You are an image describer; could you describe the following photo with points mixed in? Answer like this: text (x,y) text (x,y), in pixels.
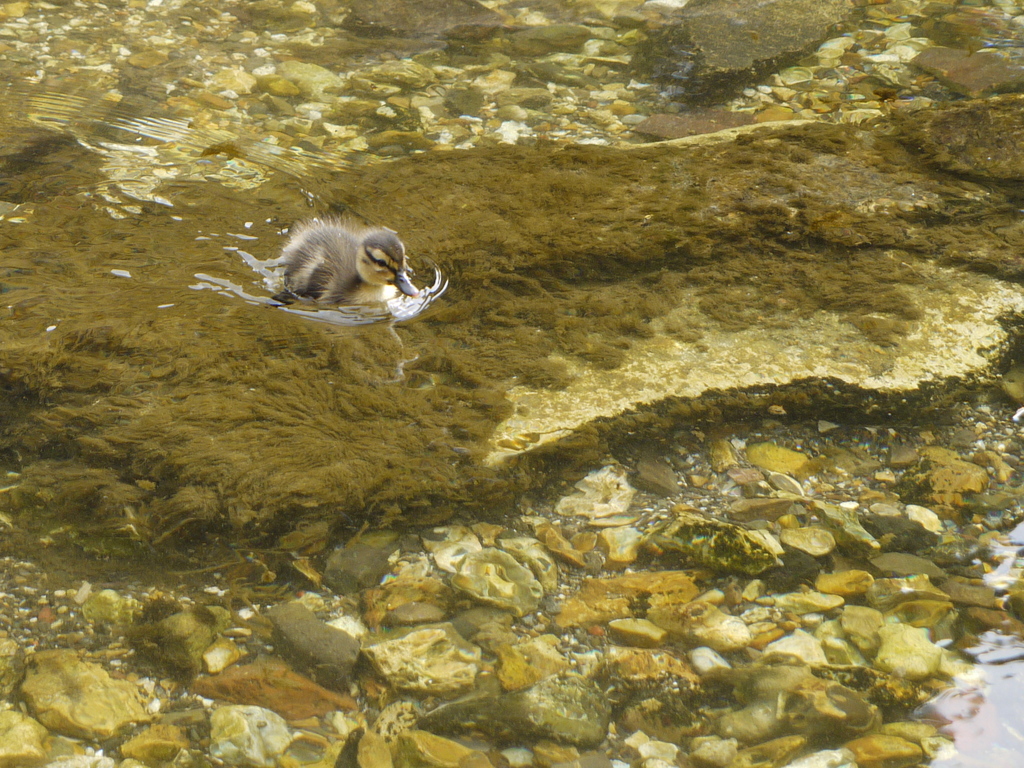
On the left side (322,217), there is a bird (340,237) on the moss (123,313), which is wet. Beside this moss (692,252), there are stones (309,574). On the right side (958,598), there is water (1002,747). In the background (831,86), there are stones (840,96).
